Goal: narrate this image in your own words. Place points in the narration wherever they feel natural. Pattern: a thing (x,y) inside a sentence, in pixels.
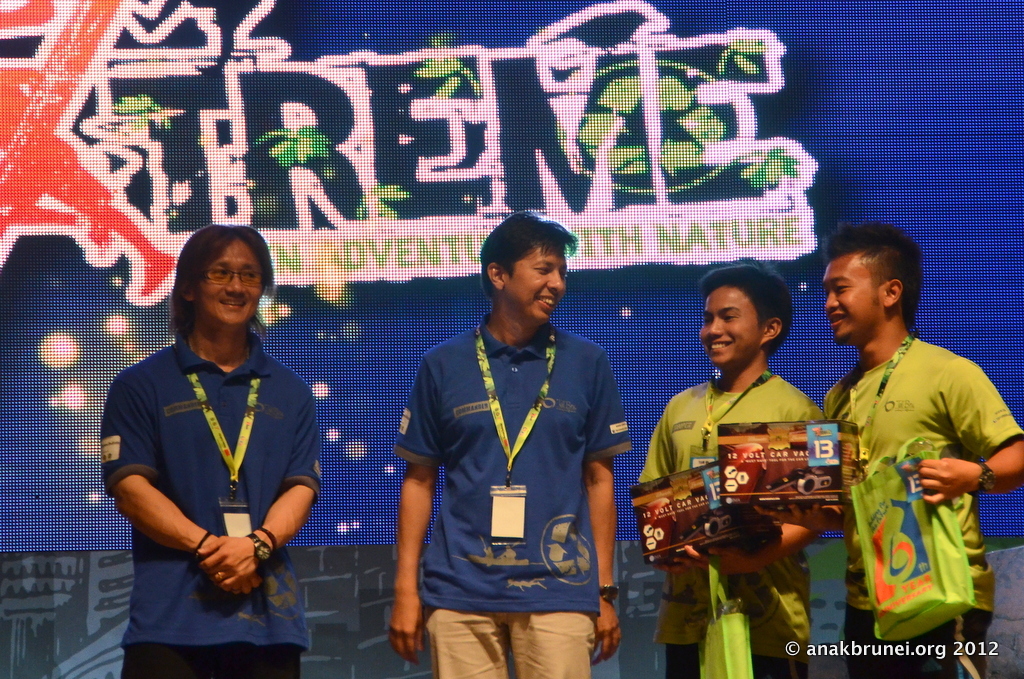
Here, we can see some people (174,551) standing and they are wearing id cards (879,397), in the background (160,262) we can see a poster (37,374).
